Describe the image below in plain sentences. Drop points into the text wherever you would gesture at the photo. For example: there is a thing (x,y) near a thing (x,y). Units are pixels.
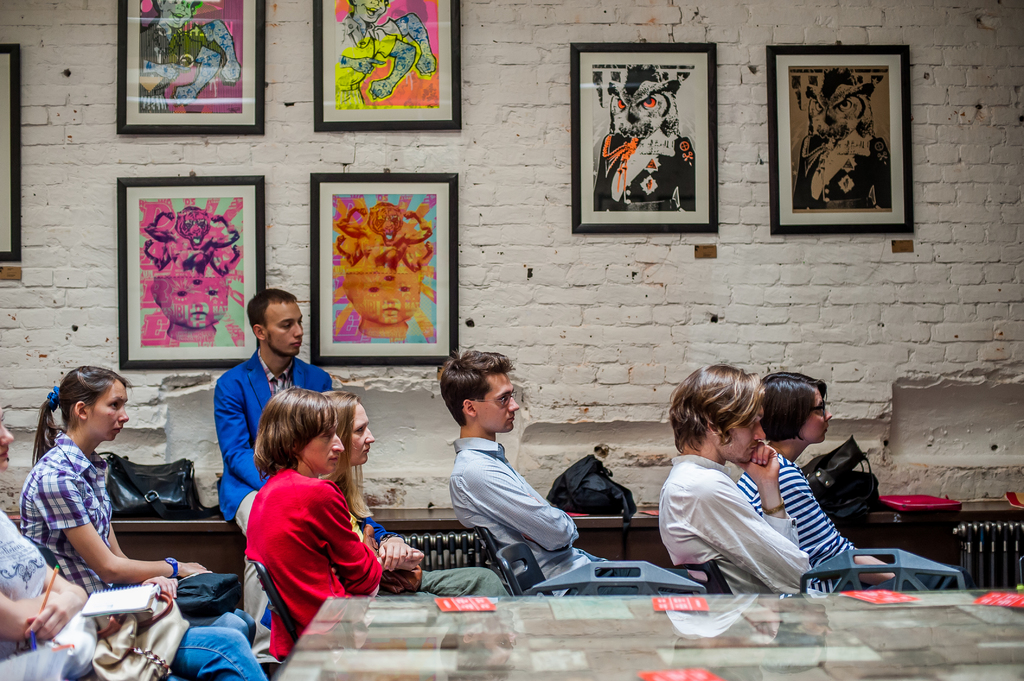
There are few people (354,534) sitting and listening to something in this room (652,438). In the background (490,185) there are few pictures (812,133) on the wall (507,232). There is a bag (174,494) on this table (198,521). There is another table (650,608) in this room (660,648). There are few papers (690,602) on this table (840,640). A lady (72,526) is wearing blue and white shirt (71,493). She is having a watch (174,563) on her hand (170,563). This lady (56,585) is having a pencil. She is having a bag (139,648) on her lap (136,641) and holding a book (127,598) also.
